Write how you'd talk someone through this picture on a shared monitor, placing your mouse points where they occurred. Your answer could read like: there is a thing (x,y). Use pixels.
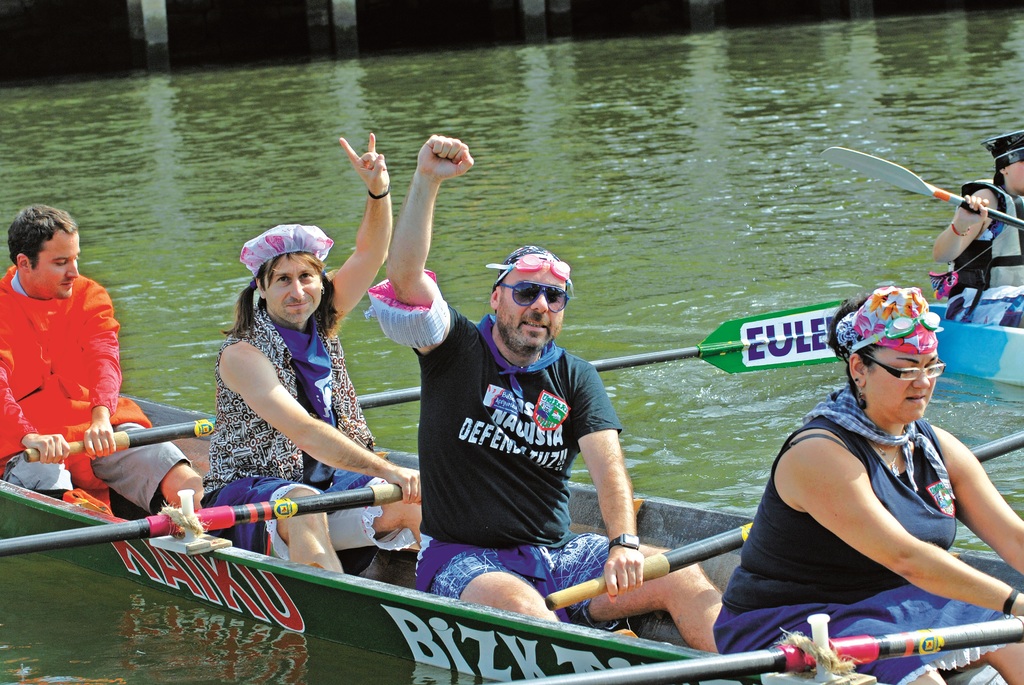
In this image I can see there are four persons (638,602) sitting on bench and boat (197,522) is visible on the lake (137,623) and I can see a person (986,315) sitting on boat (1012,338) on the right side (976,262).
